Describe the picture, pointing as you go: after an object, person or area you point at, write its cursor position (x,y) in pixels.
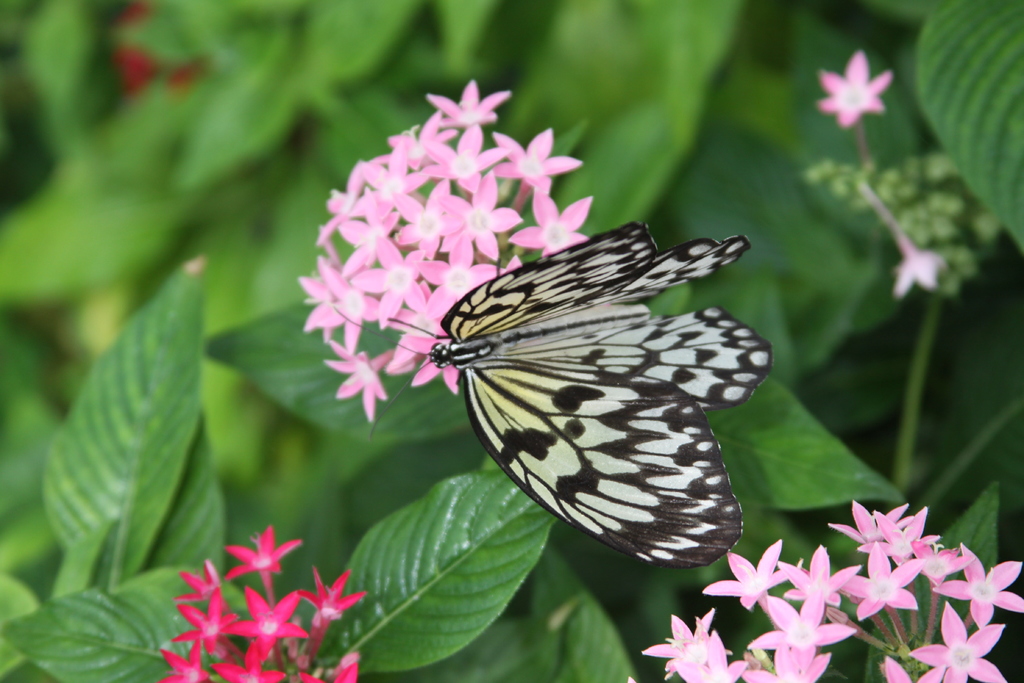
In this picture there is a butterfly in the center of the image (621,453), on the flowers (386,245) and there are other flowers (751,584) at the bottom side of the image (178,662) and there are plants (670,312) around the area of the image.
